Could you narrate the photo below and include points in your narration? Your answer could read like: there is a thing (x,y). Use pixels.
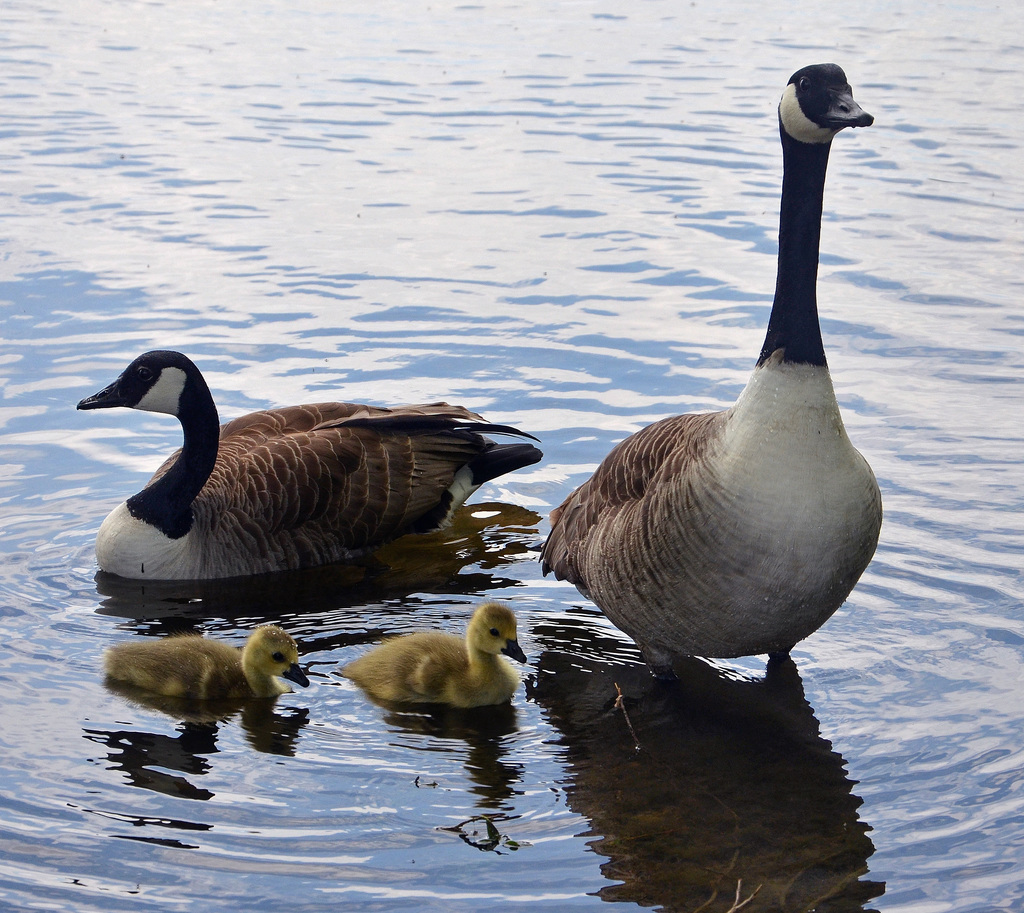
In this image I can see water (467,230) and two geese (589,493) of brown and black in color and also there are two goslings (470,671) in the water (318,655) as well.
